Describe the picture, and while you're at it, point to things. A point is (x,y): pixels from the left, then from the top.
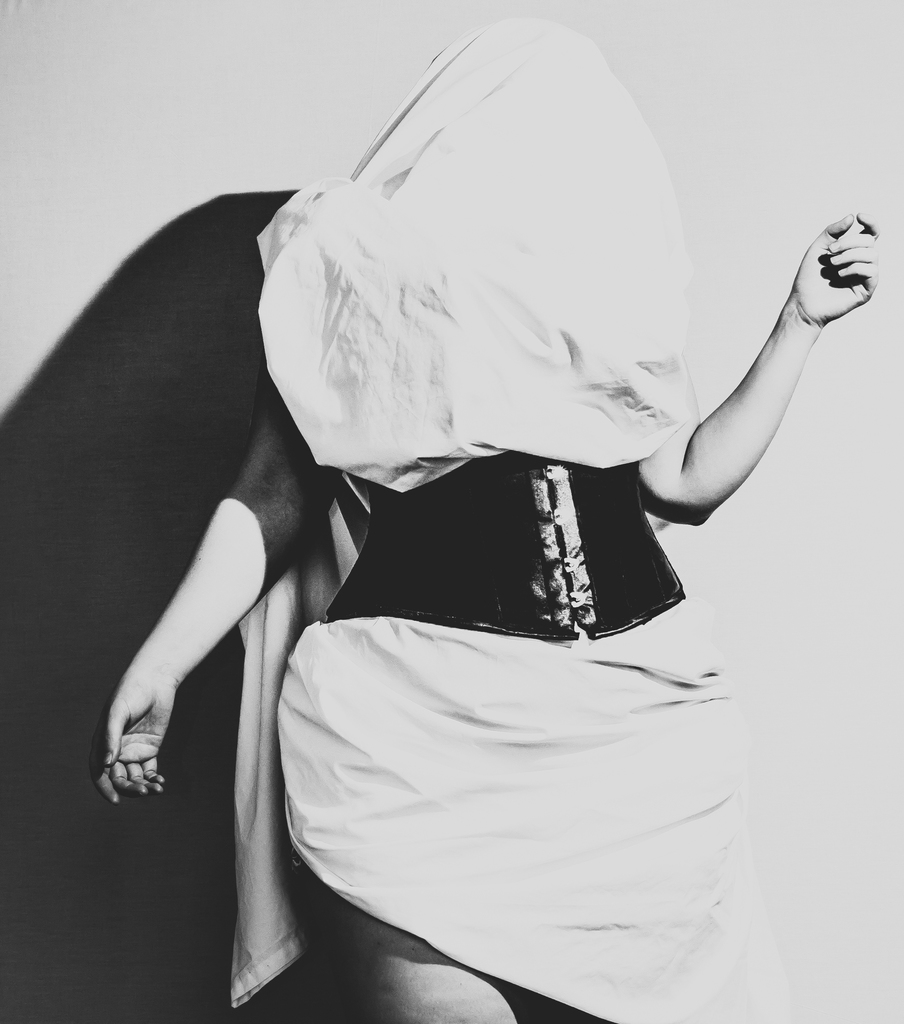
This is a black and white picture. The woman (414,515) in the middle of the picture (453,582) wearing a black corset (484,565) is stunning. She is covering her face (529,260) with a white color cloth (435,315). In the background (115,135), it is white in color and we see the shadow (231,732) of her.
